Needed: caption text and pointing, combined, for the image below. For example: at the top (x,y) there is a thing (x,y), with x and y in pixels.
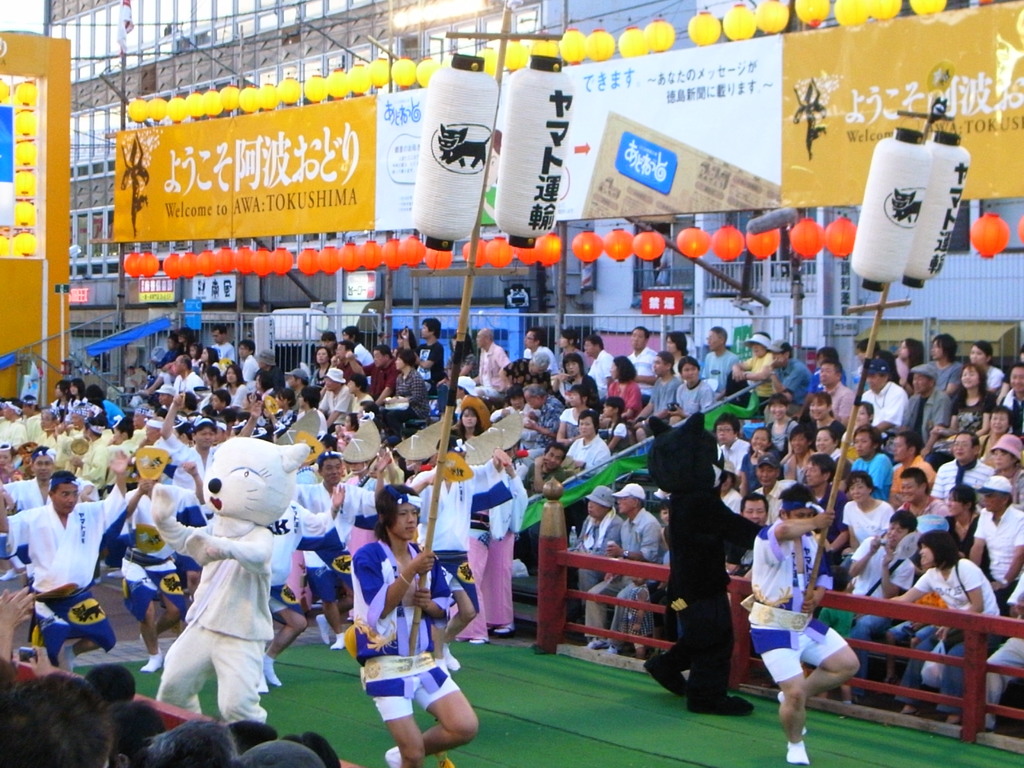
These people (434,426) are in motion and these two people (385,534) holding sticks (840,472). These people (411,539) are wore costumes (718,560) and these people (812,449) are audience (814,478). In the background (325,325) we can see hoarding (492,211), balloons (138,271), buildings (214,6), poles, fence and boards (73,292).
